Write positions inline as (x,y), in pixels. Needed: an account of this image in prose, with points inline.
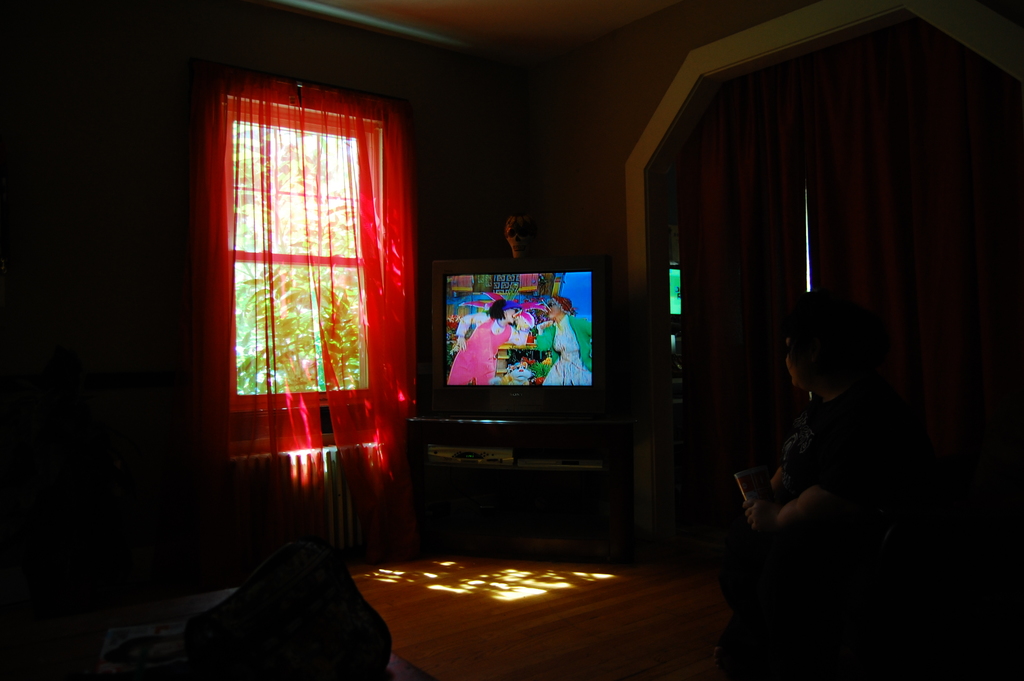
In this image, I can see a person (819,583) sitting and holding an object (768,471). This is a television (551,400) with a display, which is placed on a television stand (470,471). I can see the curtains (350,194) hanging. This looks like a window (278,340) with a glass door (302,381). At the bottom of the image (133,658), I can see a table (80,653) with an object (327,638) on it. Here is the floor (602,616). This looks like an arch (661,347).
